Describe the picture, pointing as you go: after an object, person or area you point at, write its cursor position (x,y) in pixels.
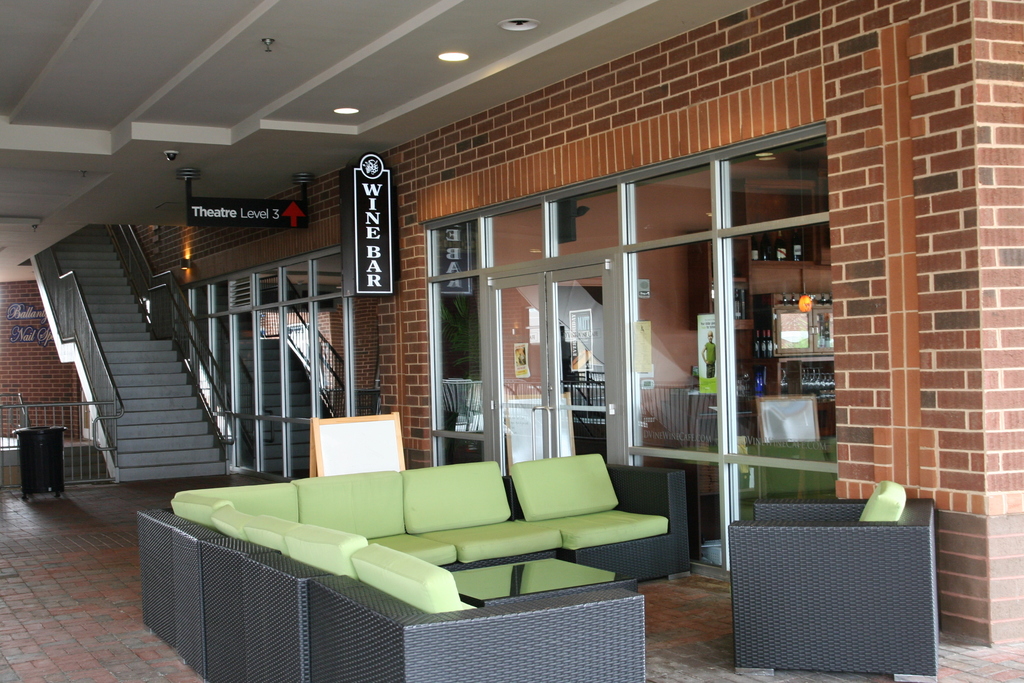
There are some sofas (598,531) with green color pillows (487,521). And there are steps (154,411). There is a black color dustbin (59,450). A brick wall (858,398), a door (523,403). Inside that there are many things (771,331). And we can see a board (393,230) like wine bar.
